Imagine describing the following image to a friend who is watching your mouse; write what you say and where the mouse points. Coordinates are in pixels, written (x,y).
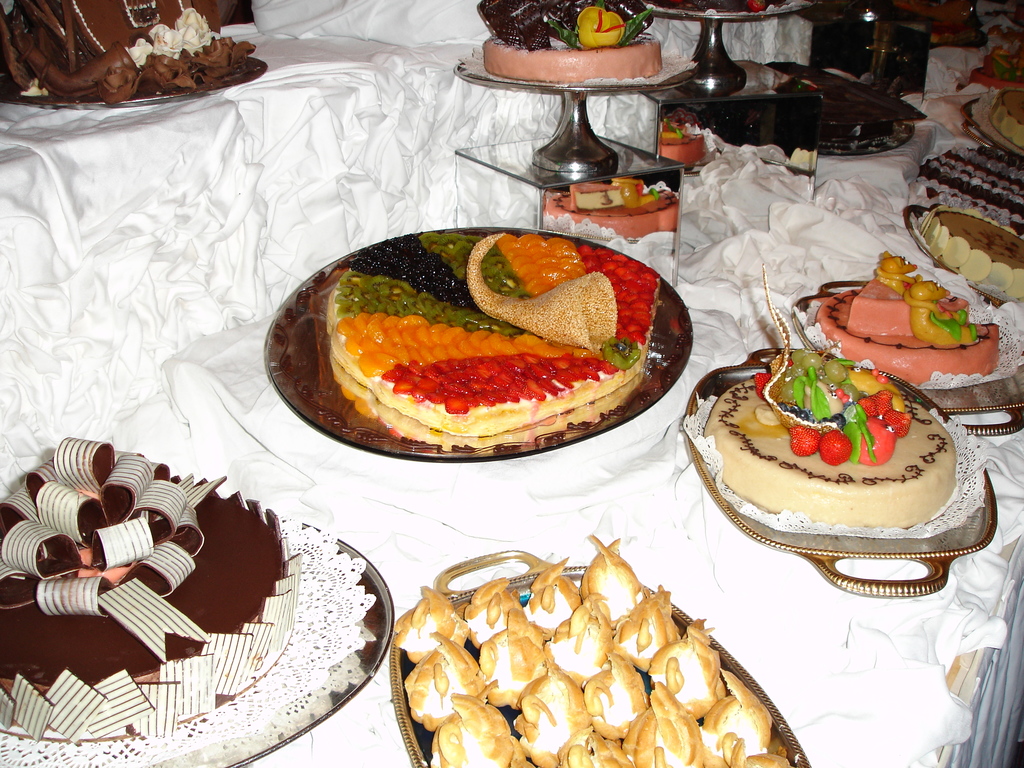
Here there are different food items (979,242) in the plates (825,537).
